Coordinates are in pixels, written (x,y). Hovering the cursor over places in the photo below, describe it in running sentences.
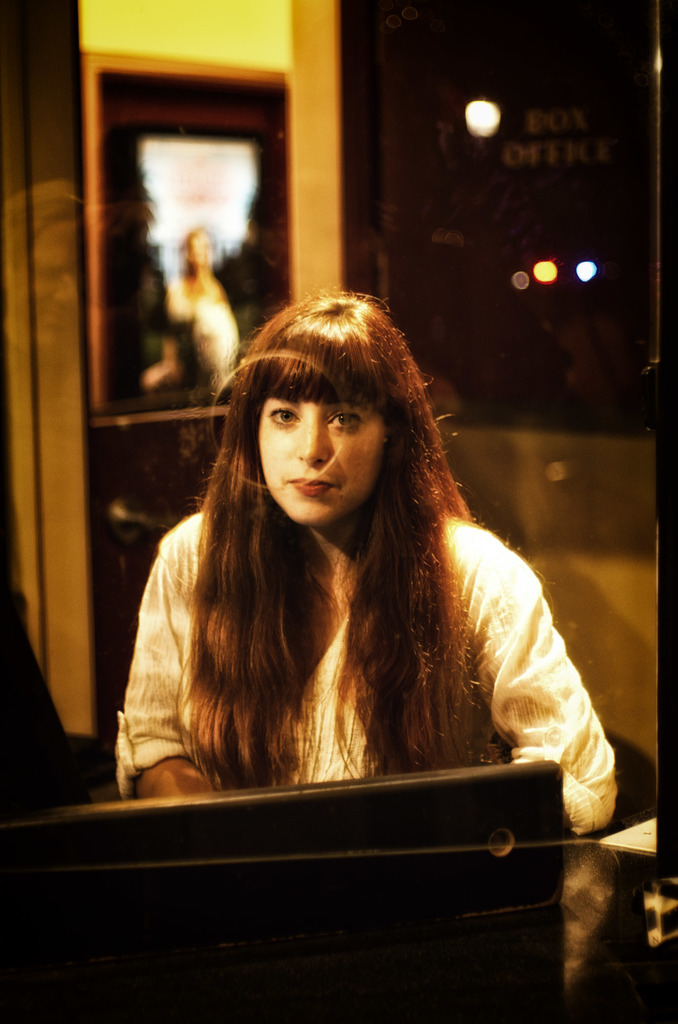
In this image in the center (270,650) there is a woman (305,698) sitting and in front of the woman (340,741) there is an object (282,832) which is black in colour and the background (571,273) is blurry.
